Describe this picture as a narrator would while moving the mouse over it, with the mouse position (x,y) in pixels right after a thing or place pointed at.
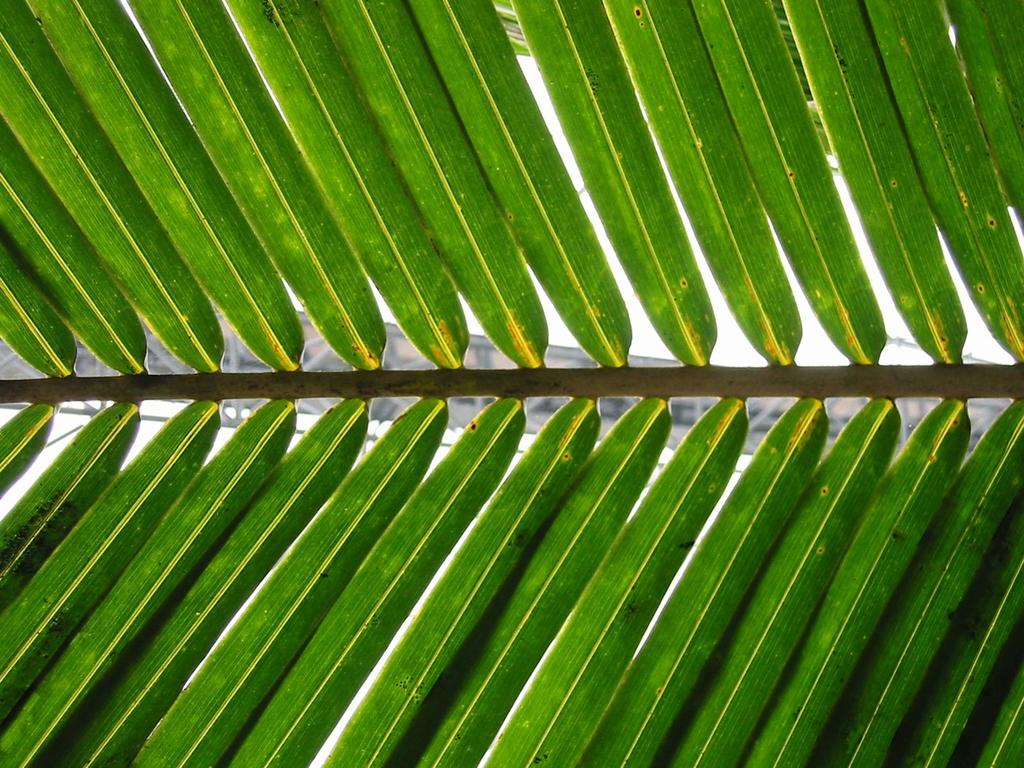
There is a stem (257,397) of a tree (569,134) having green color leaves (685,139). And the background (620,283) is white in color.
